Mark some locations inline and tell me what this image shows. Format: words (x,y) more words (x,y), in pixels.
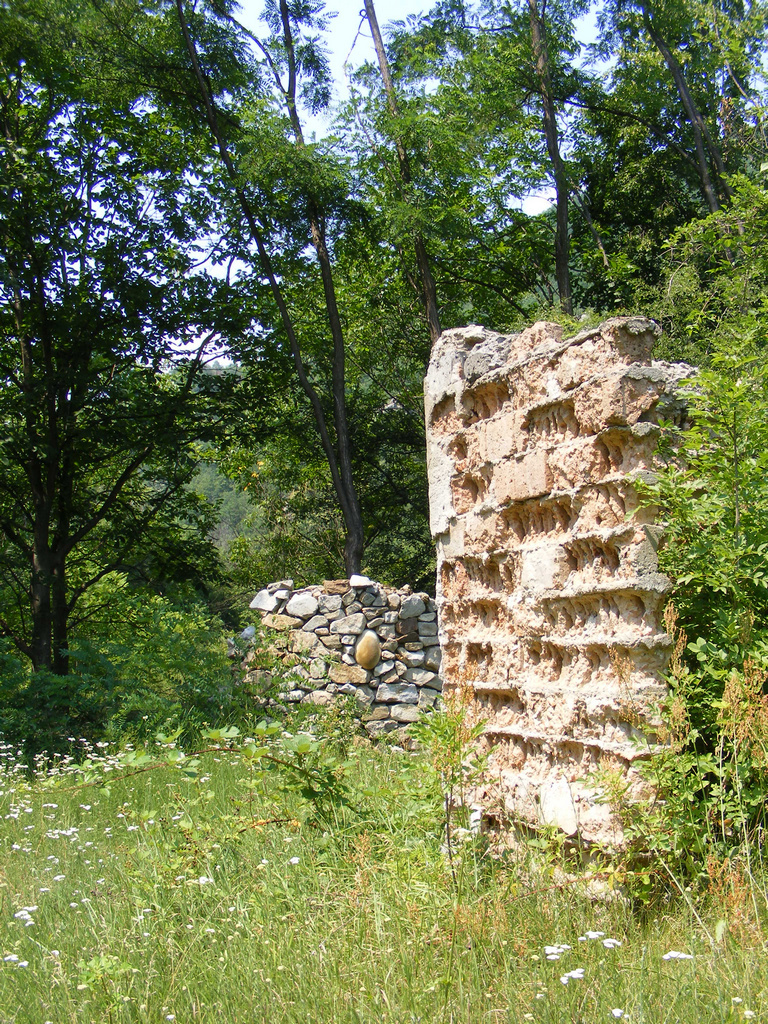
In this image I can see few green trees (337,335), stone wall (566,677) and rock (549,632). The sky (410,14) is in blue color.
